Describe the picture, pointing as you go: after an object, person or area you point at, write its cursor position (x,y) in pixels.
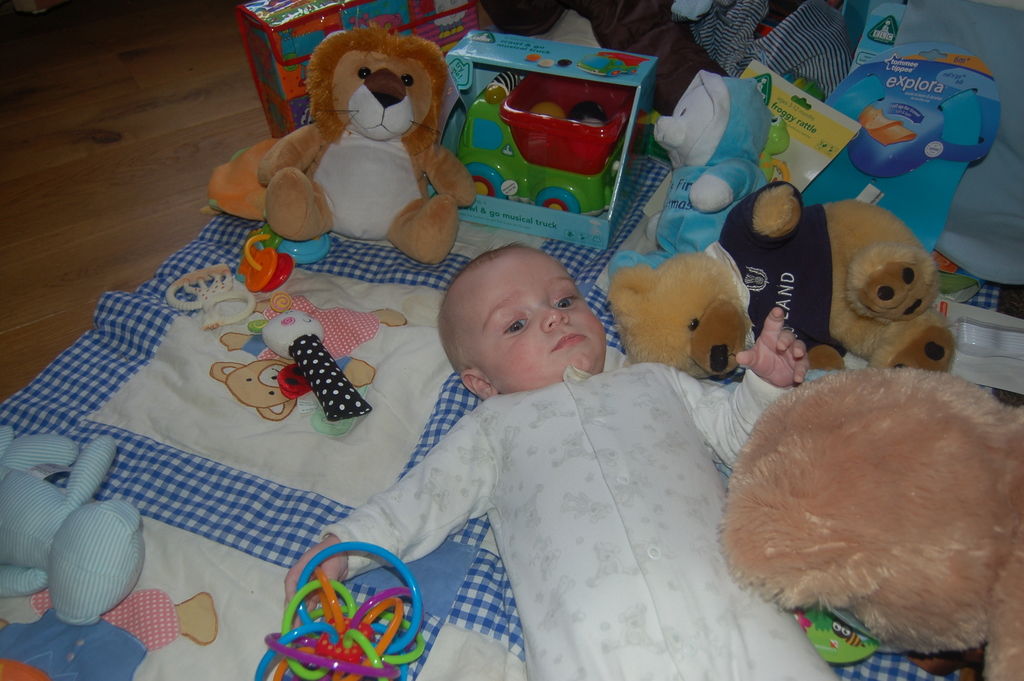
In this image we can see a kid (488,486) lying on the play mat (216,566), there are some teddy bears (747,134), toys (596,134) and some other objects (669,56).
